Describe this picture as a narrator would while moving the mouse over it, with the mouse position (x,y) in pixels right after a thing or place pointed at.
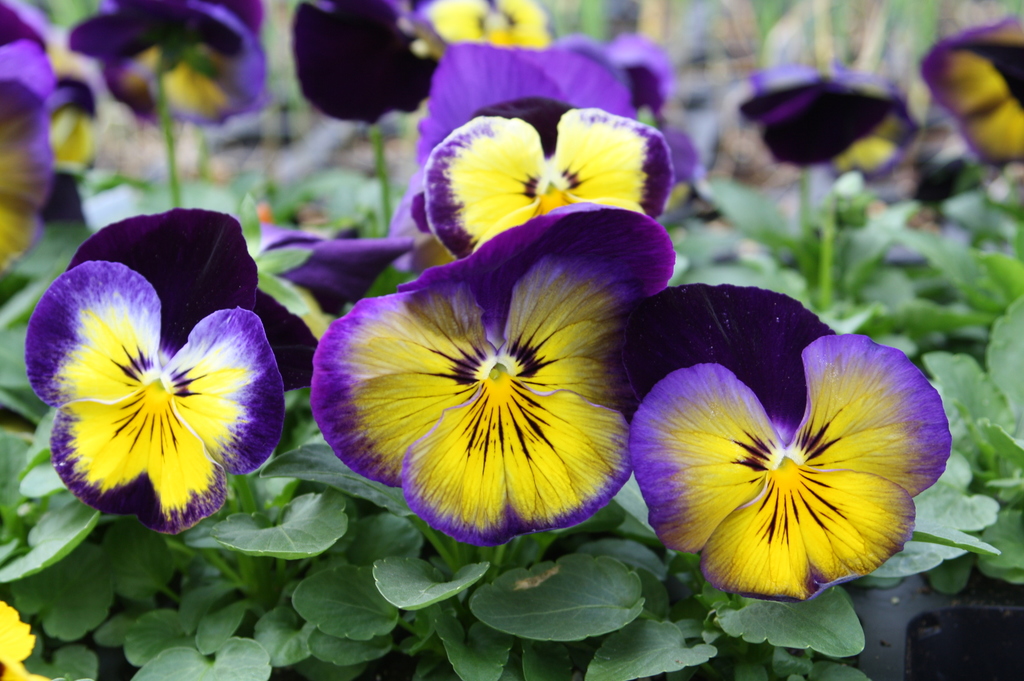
Here we can see plants (552,630) with flowers (496,320).
